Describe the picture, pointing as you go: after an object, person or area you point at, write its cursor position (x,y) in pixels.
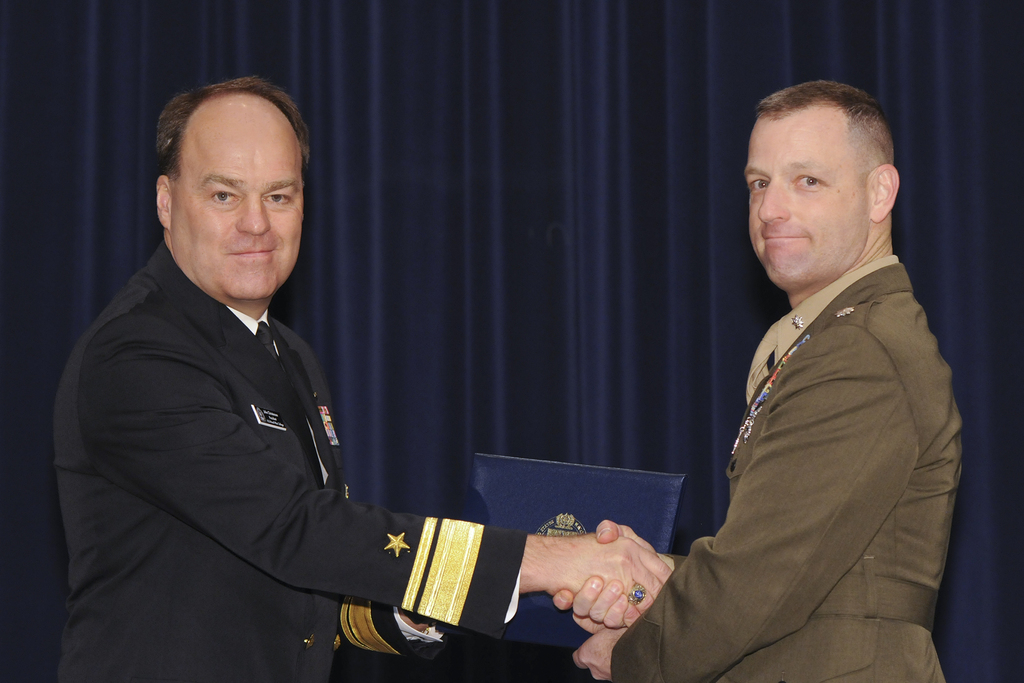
In this image I can see a person (231,428) wearing black colored dress (246,481) and a person (792,520) wearing brown colored dress (813,501) are standing. I can see they are holding blue colored object (559,514) in their hands (568,549). In the background (625,213) I can see the blue colored curtain (527,241).
